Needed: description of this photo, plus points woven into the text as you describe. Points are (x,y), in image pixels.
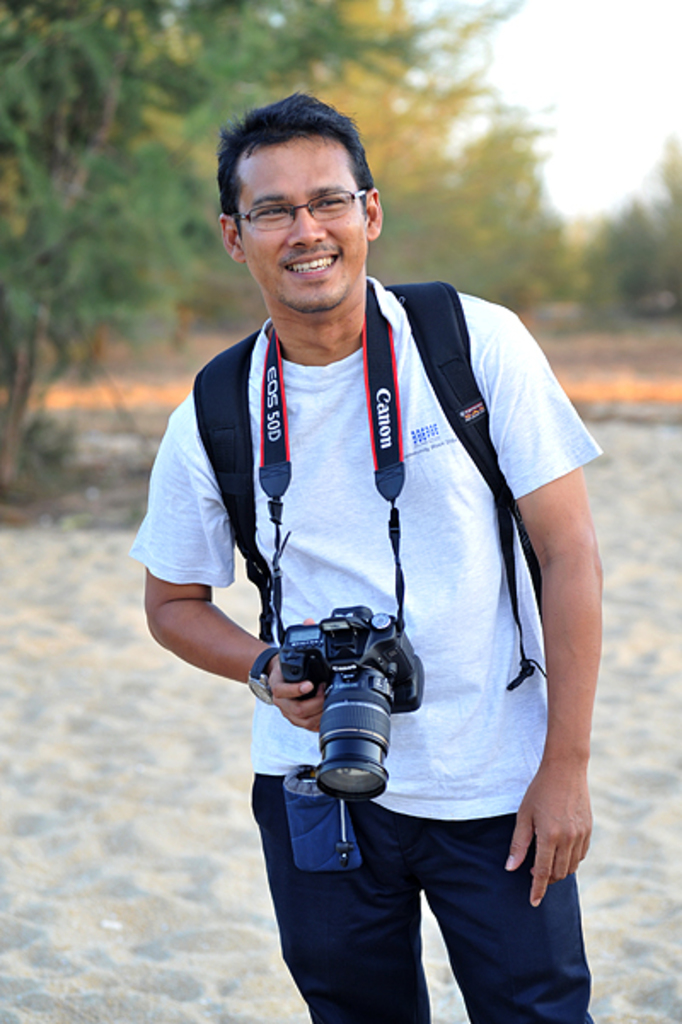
In this image i can see a person (403,730) is standing and his smiling. And he's wearing a camera (327,691) on his neck (362,280), wearing a watch (261,670). back side of him there is a sky (542,72), there are some trees (108,135) visible.
